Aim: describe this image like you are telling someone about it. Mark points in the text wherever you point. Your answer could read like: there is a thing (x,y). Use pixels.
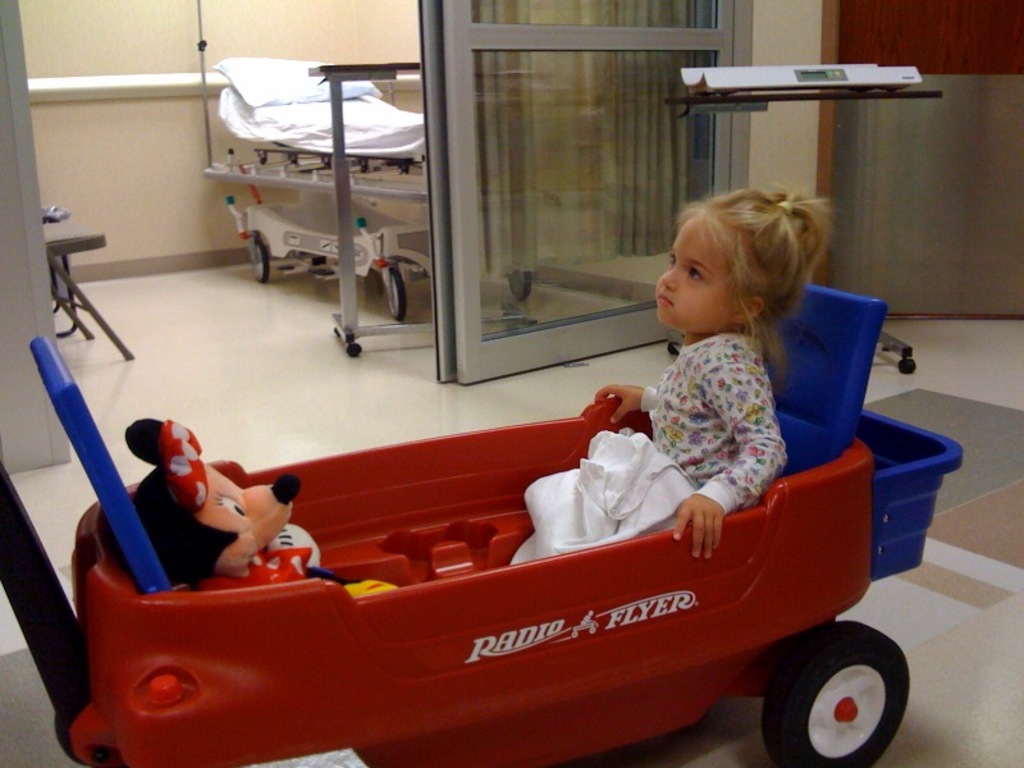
In the foreground of this image (688,401), there is a girl (679,371) sitting on the wheel cart (543,594). In the background (310,136), there is a glass door (513,162), bed (370,123), a chair (100,242) and the floor (163,282).
